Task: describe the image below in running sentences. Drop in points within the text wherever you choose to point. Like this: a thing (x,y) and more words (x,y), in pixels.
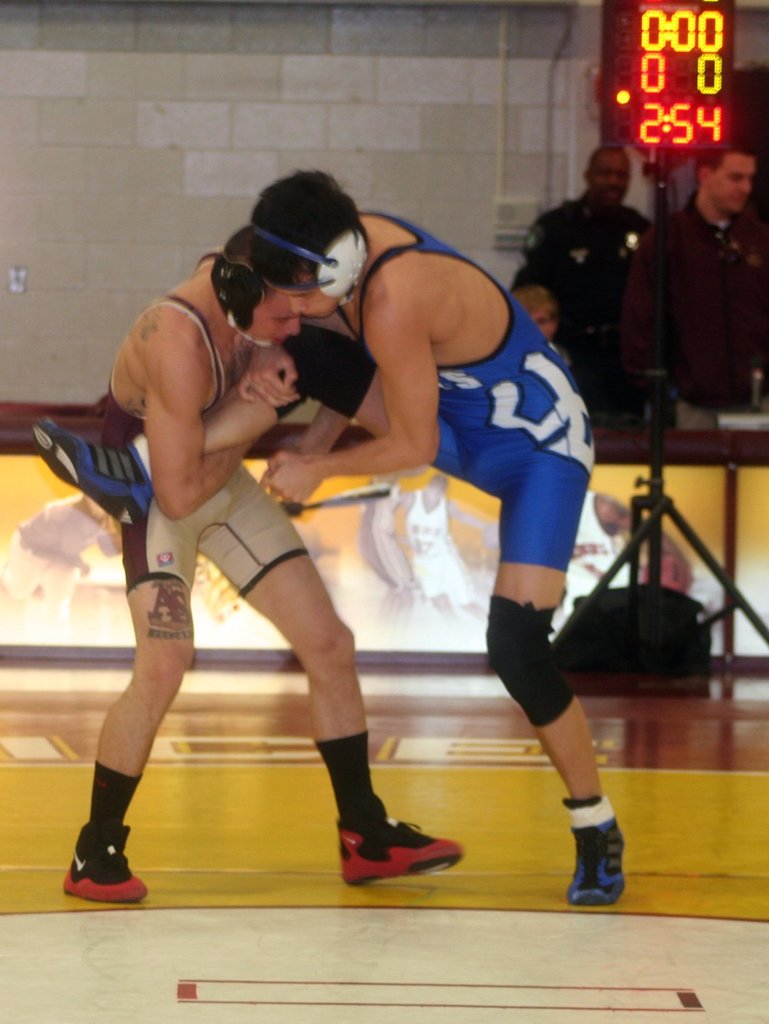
This image consists of two men (163,398) wrestling. At the bottom (363,972), there is floor (470,931). In the background (717,223), there are many people (729,202) along with a stand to which a score board (682,95) is fixed. To the left (132,39), there is a wall (97,270).
